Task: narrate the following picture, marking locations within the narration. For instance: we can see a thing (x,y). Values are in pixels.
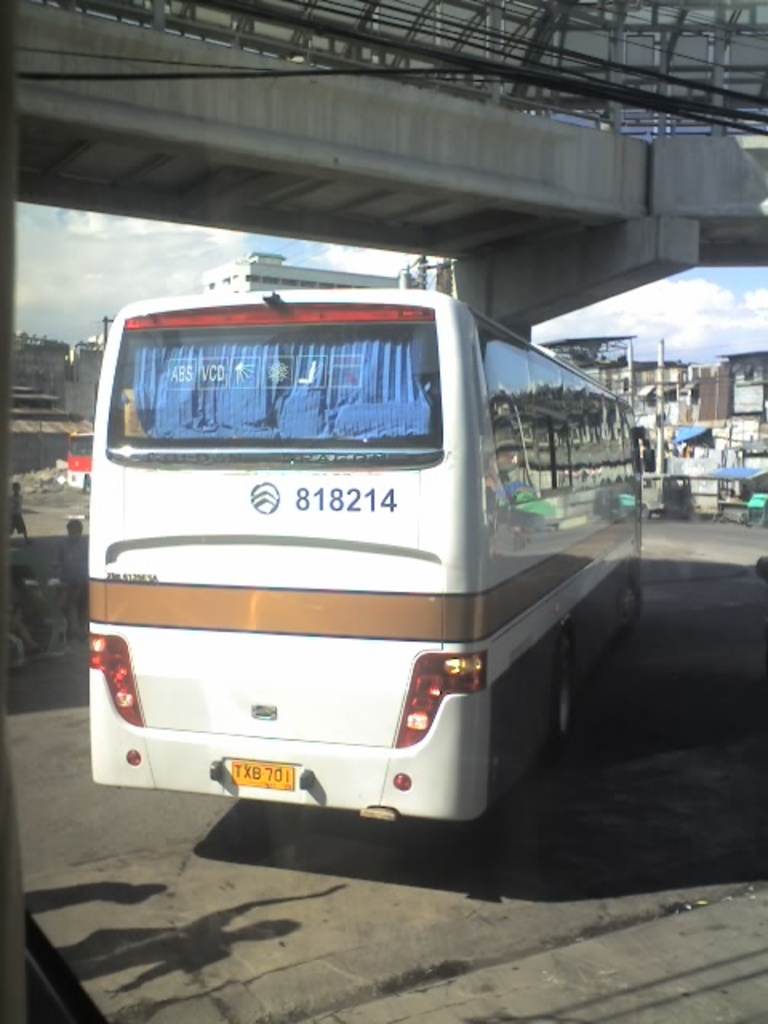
In this picture we can see a bus (521,522) and bridge (472,113), beside to the bus (256,720) we can find few people (34,592), in the background (625,359) we can see few buildings (707,391) and poles (662,385).
